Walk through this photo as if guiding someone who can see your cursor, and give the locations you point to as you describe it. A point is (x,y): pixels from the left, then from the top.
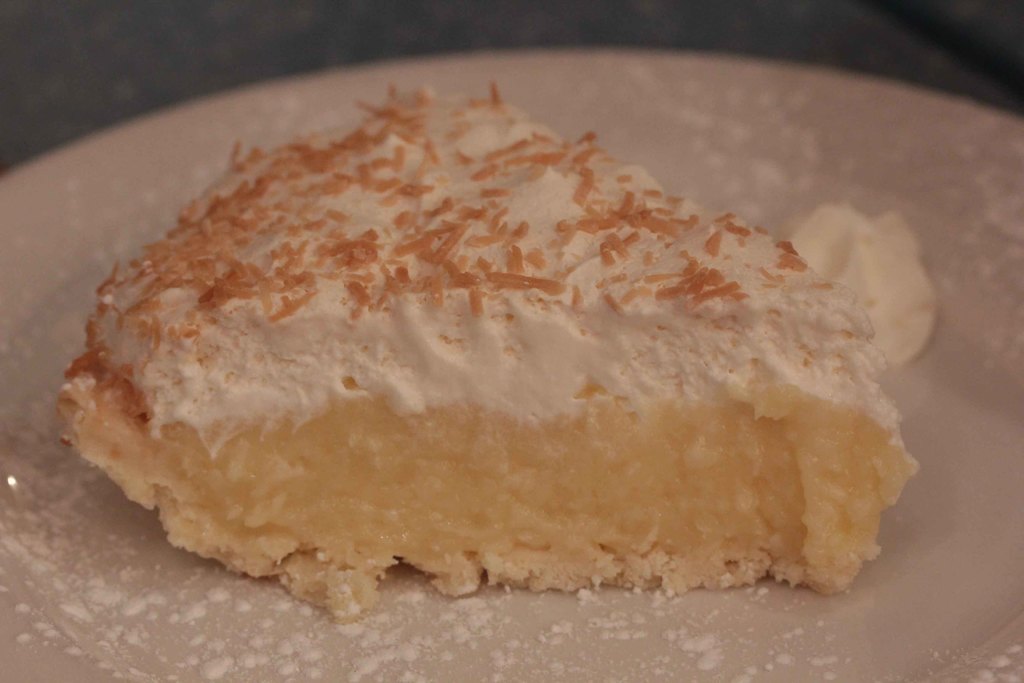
In this image we can see piece of cake (571,330) in a plate (67,328). Also we can see white powder (627,632) in the plate (610,629).
